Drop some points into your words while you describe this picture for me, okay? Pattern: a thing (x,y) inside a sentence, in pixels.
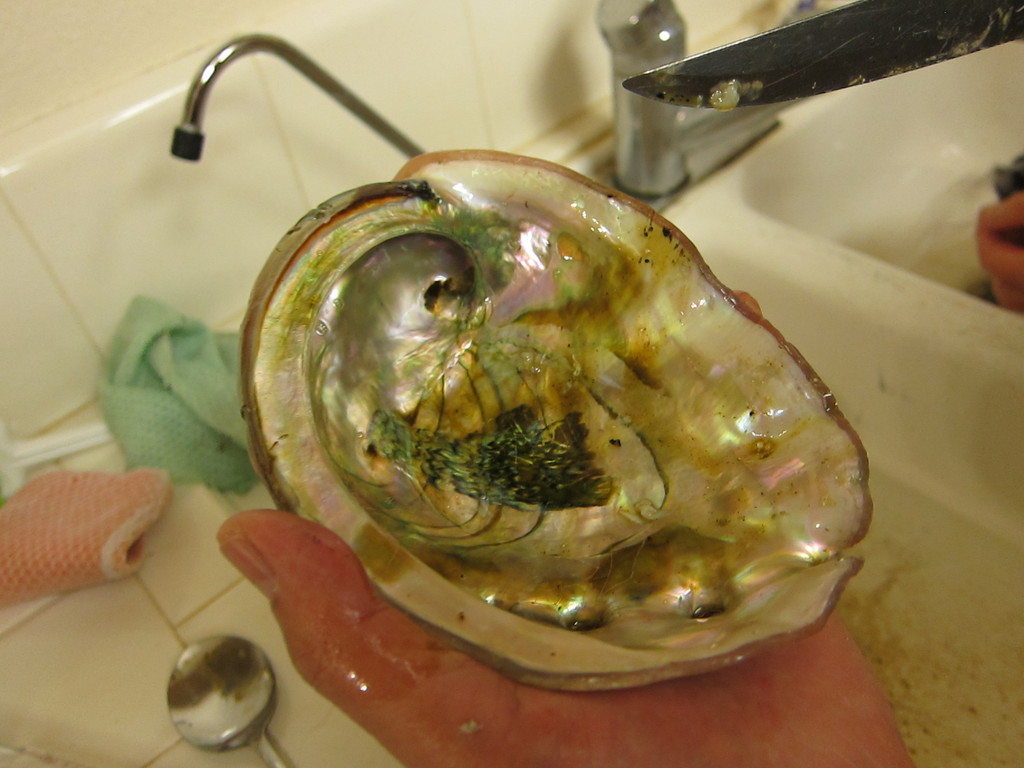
In the image we can see a human hand (803,685) holding the seashell (660,502). Here we can see the water tap (628,121), wash basin (735,254), a spoon (269,717) and napkins (158,434). We can even see the knife (679,86) and the wall (76,190).
